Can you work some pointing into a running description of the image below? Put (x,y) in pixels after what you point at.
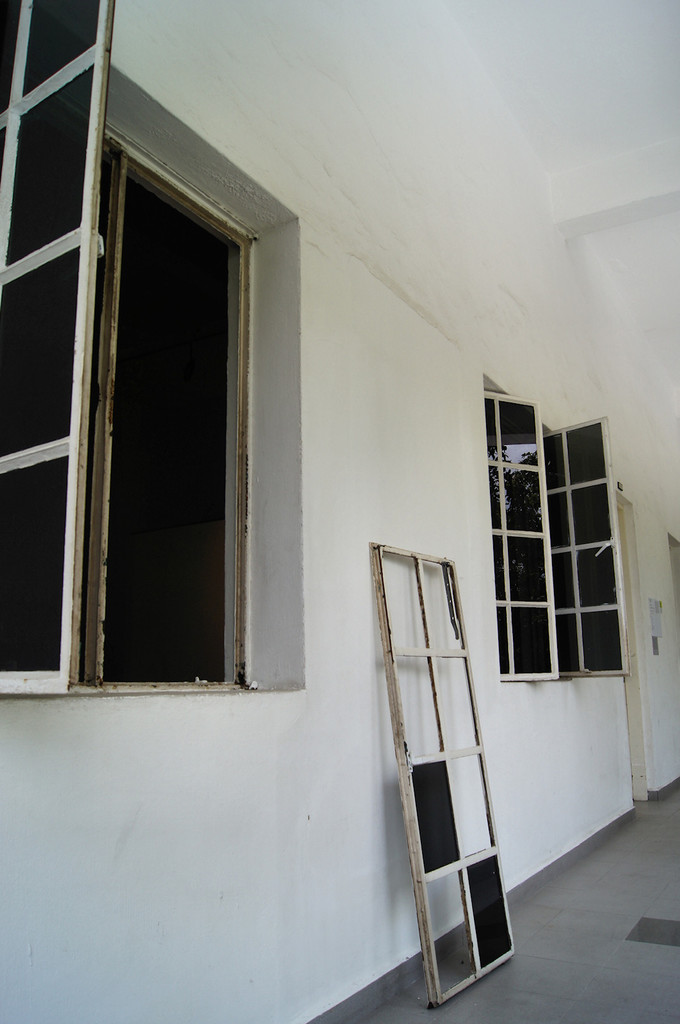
In this picture we see a wall (643,565) with many windows (25,299) and glass panes (58,577).
